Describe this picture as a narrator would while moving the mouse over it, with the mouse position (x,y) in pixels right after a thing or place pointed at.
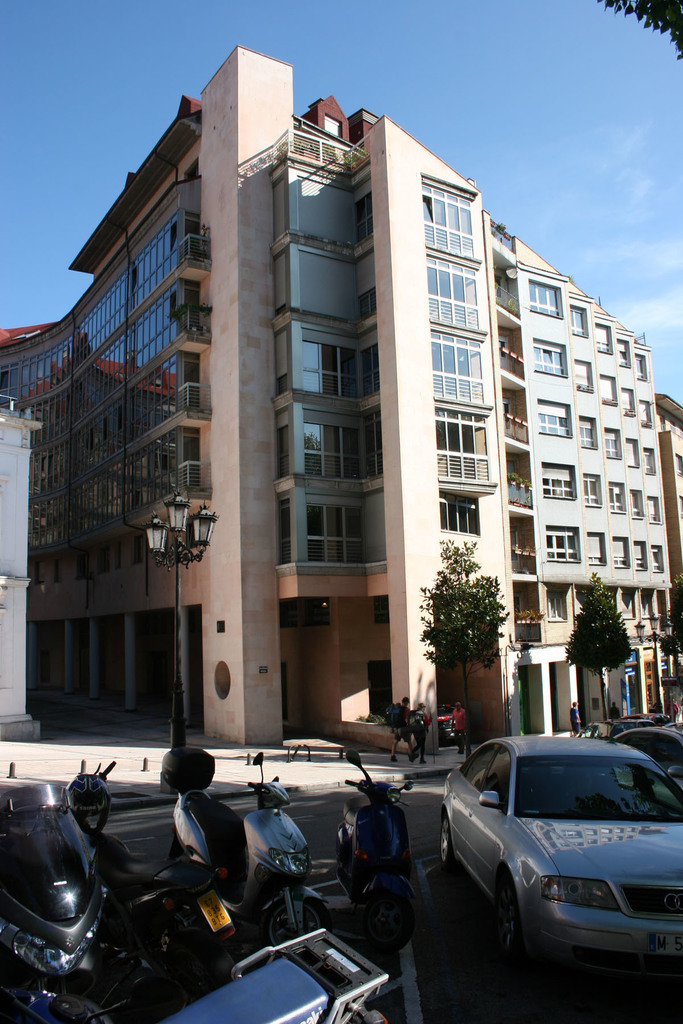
At the bottom of the image (222,989) we can see some motorcycles (182,788) and cars (600,738) on the road (583,979). Behind them few people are walking and there are some trees (675,619) and poles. Behind the trees (660,20) we can see some buildings (460,405). At the top of the image (679,287) we can see some clouds (670,268) in the sky (182,2).
